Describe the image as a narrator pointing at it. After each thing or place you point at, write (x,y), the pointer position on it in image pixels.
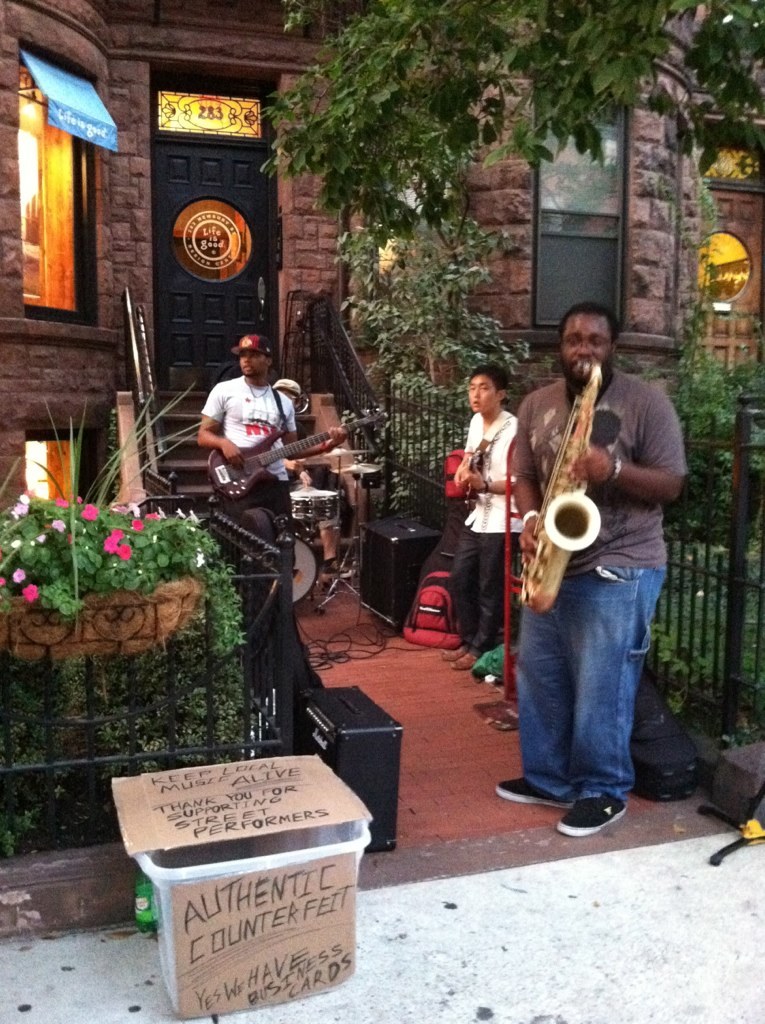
Here we can see a group of people (627,558) performing their own musical instruments (276,461) in front of a house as we can see a door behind them and a window (88,271) and there are plants (62,513) and trees (413,386) present.
